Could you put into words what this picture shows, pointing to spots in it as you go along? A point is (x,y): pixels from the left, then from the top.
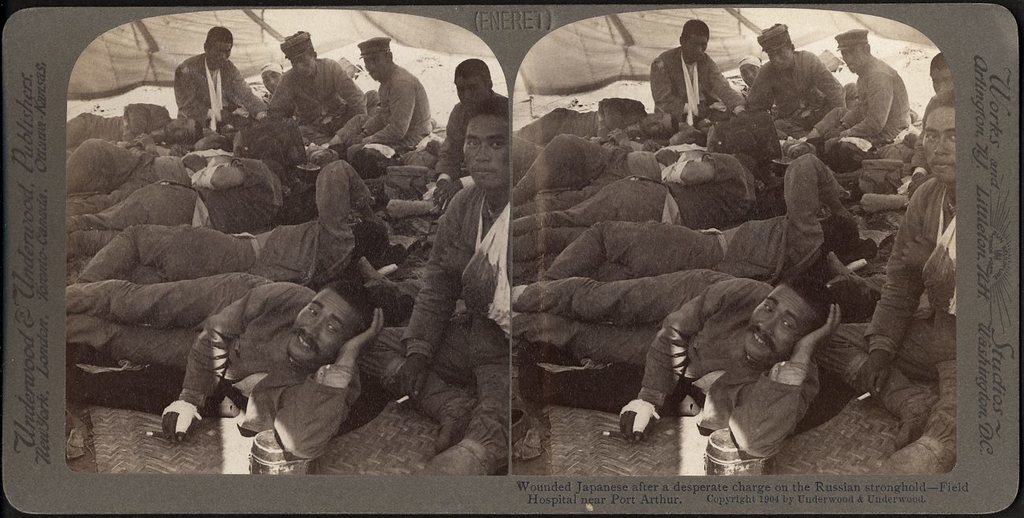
On the left side of the image (115,334) we can see some people (200,244) are taking rest and some of them are sitting and some text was written on it. On the right side of the image (848,359) we can see some people (777,218) are sitting and some of them are taking rest and a text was written on it.
